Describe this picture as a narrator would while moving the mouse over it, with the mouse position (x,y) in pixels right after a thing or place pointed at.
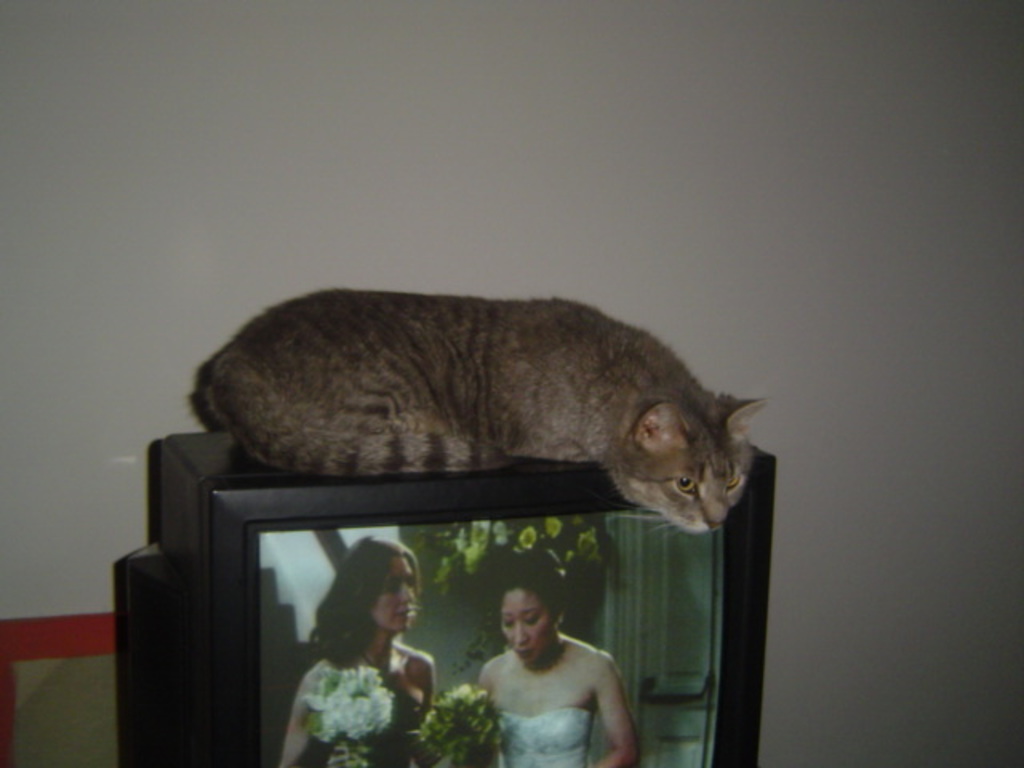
There is a television (482,635) and on the television (574,496) a cat (457,409) is lying and putting its head (658,423) beside the television (633,572), in the background (61,303) there is a wall (746,271).
